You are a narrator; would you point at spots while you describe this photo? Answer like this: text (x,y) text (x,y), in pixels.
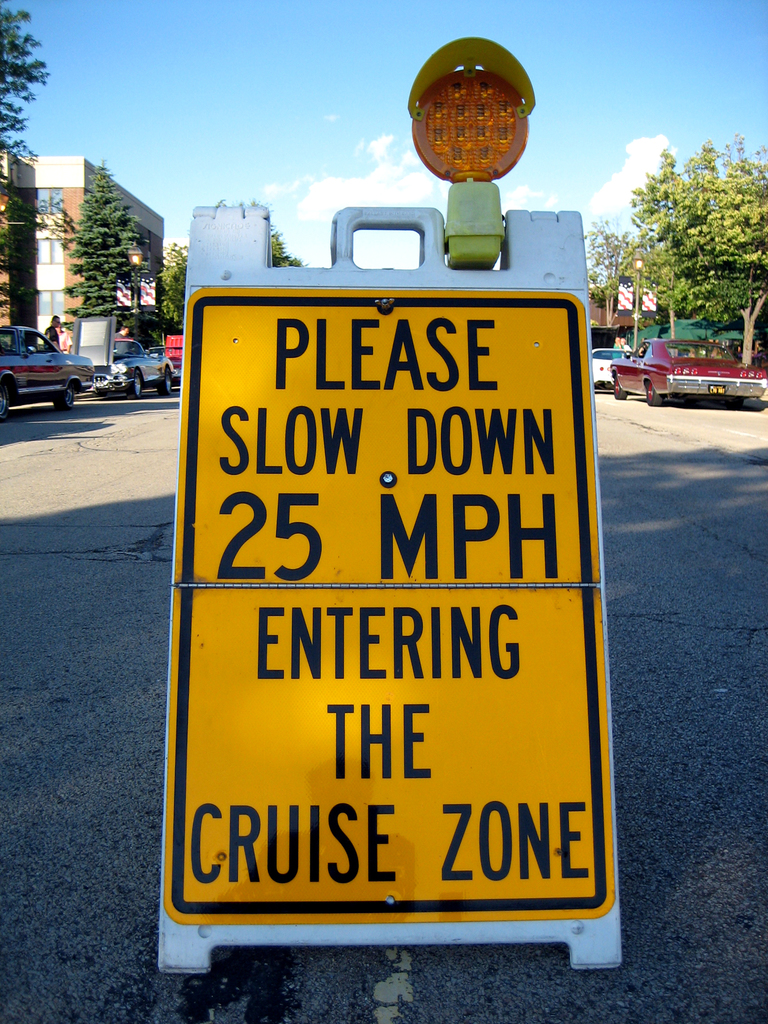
In this picture we can see a signboard (267,407) and vehicles (672,377) on the road (667,443). On the left (112,233) and right side of the image (706,282), there are trees (121,271), street lights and buildings (69,271). At the top of the image (244,79), there is the sky (251,72).
